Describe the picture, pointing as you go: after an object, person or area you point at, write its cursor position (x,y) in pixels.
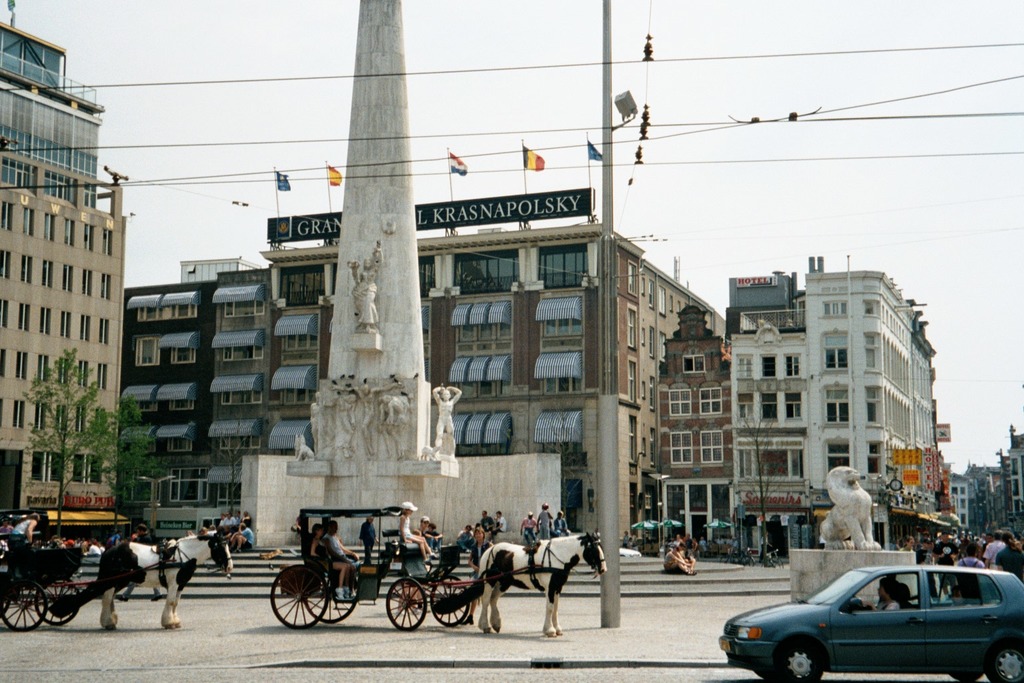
In this image there are group of people (546,522) some are standing and some are sitting in the car (365,580), there is a horse (600,549) and a car (761,656) on the road (664,678). There is a statue (843,490) in the middle of the road (679,671). At the background (452,350) there is a building (523,299), tree (100,430), sky (159,18). and there is a flag (532,154) on the building (504,286).
